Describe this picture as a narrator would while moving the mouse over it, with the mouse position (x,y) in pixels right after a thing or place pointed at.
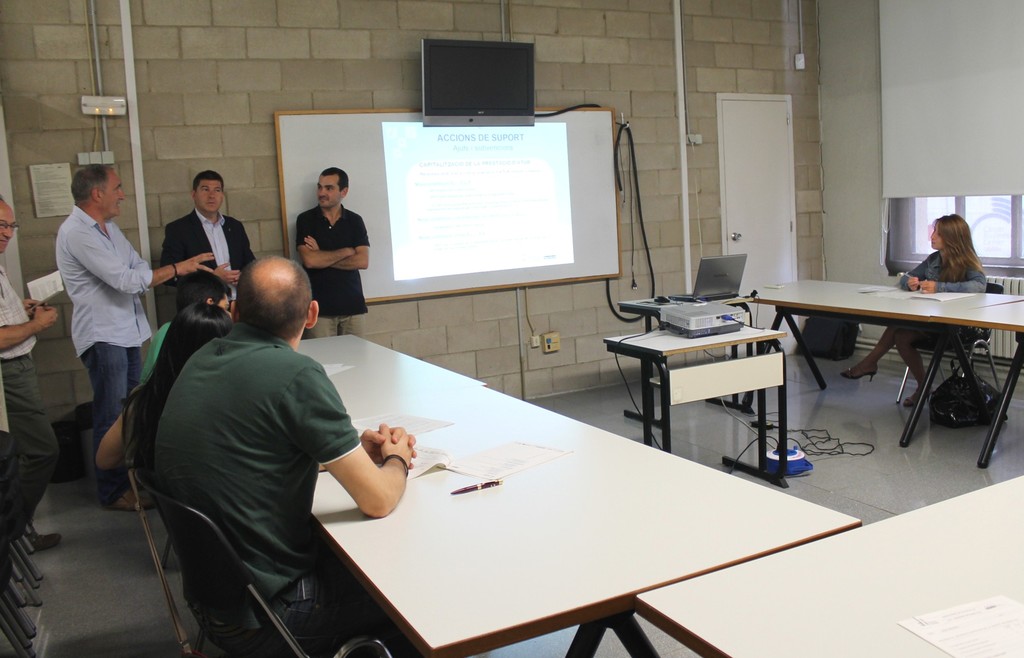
Here we can see some persons (338,582) are sitting on the chairs (242,587). These are the tables (745,370). On the table (343,546) there are papers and a projector (710,328). This is a laptop (706,271). Here we can see some persons (104,474) are standing on the floor (74,645). There is a door (728,177) and this is screen (513,199). On the background (590,81) there is a wall (658,228).
